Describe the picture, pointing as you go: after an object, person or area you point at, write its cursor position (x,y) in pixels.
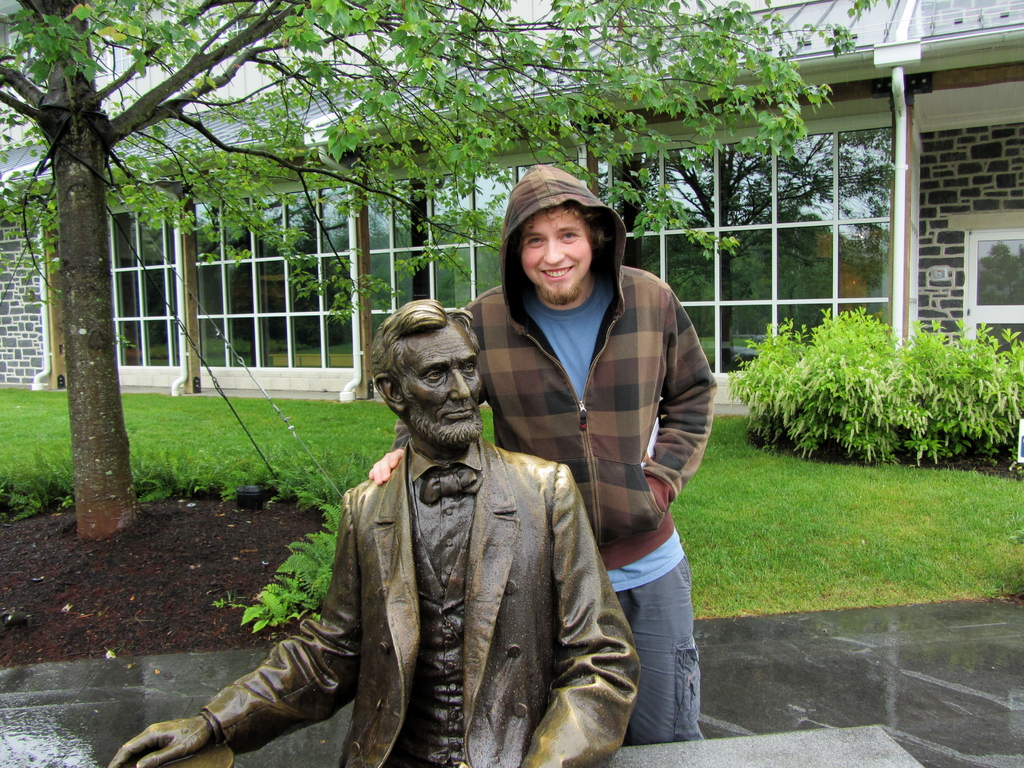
In the foreground (644,711) I can see a person's statue (117,766) and a person (668,716) is standing on the road (1021,649). In the background (747,610) I can see grass (225,413), plants (257,449), trees (107,442) and a house (833,216). This image is taken during a rainy day.
